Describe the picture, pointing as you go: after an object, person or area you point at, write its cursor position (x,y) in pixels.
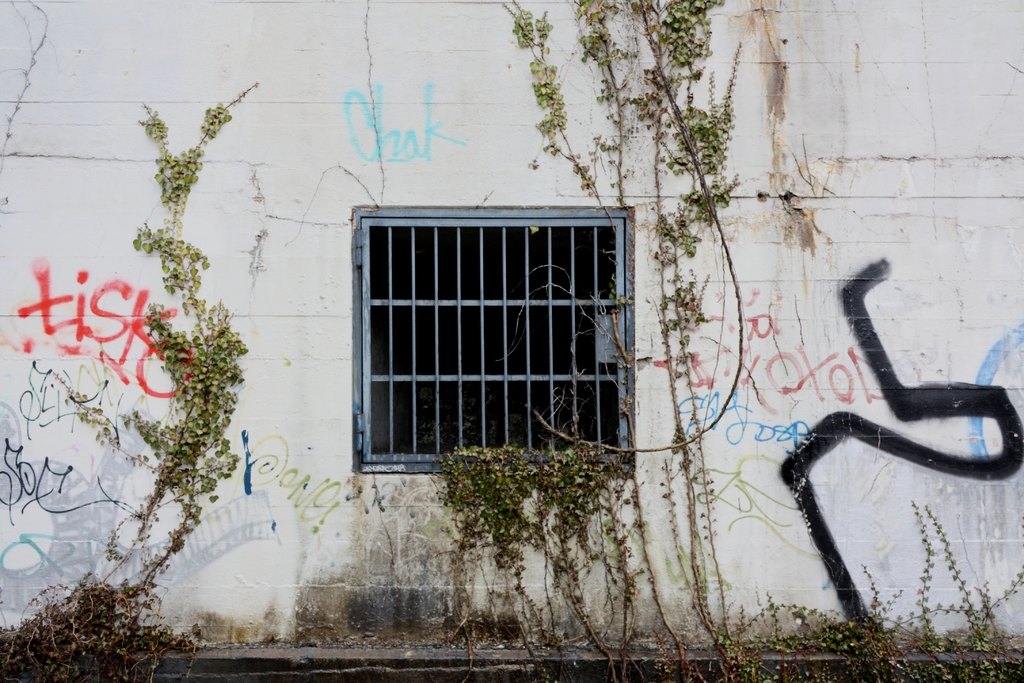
In this image we can able to see a wall (343,323) with some text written on it, there are creepers (568,571) on the wall (676,471), and also we can see a window (486,324).
